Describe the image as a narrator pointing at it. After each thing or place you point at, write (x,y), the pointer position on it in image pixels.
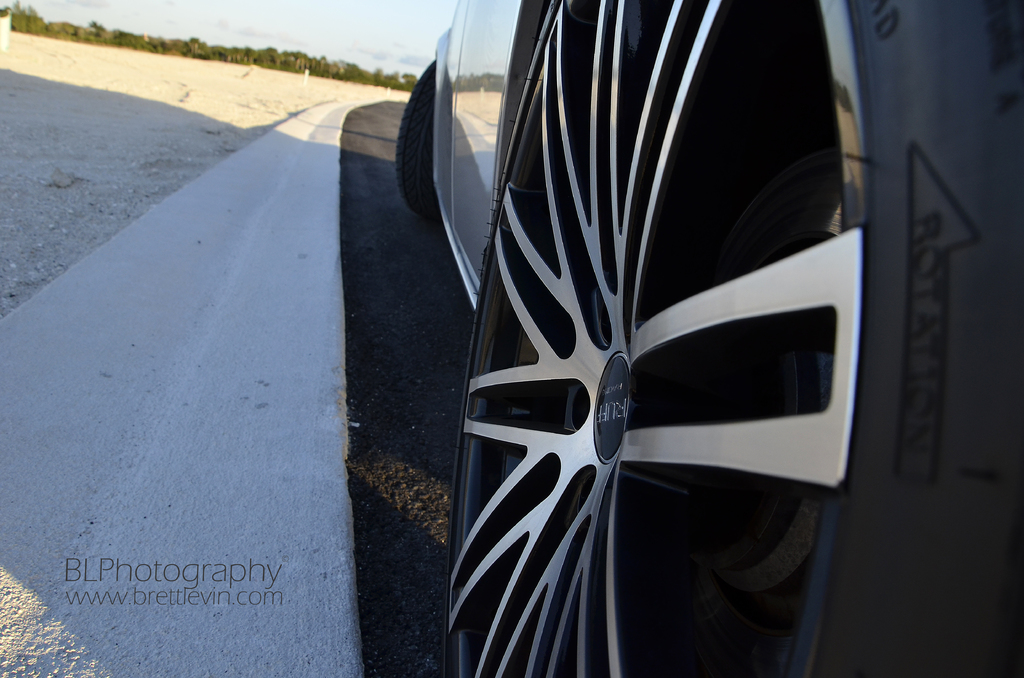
In the image we can see a vehicle (397,157) and the tire (411,145). Here we can see the road (197,358), sand (100,210), trees (220,58) and the sky (243,14). On the bottom left (184,564) we can see watermark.
